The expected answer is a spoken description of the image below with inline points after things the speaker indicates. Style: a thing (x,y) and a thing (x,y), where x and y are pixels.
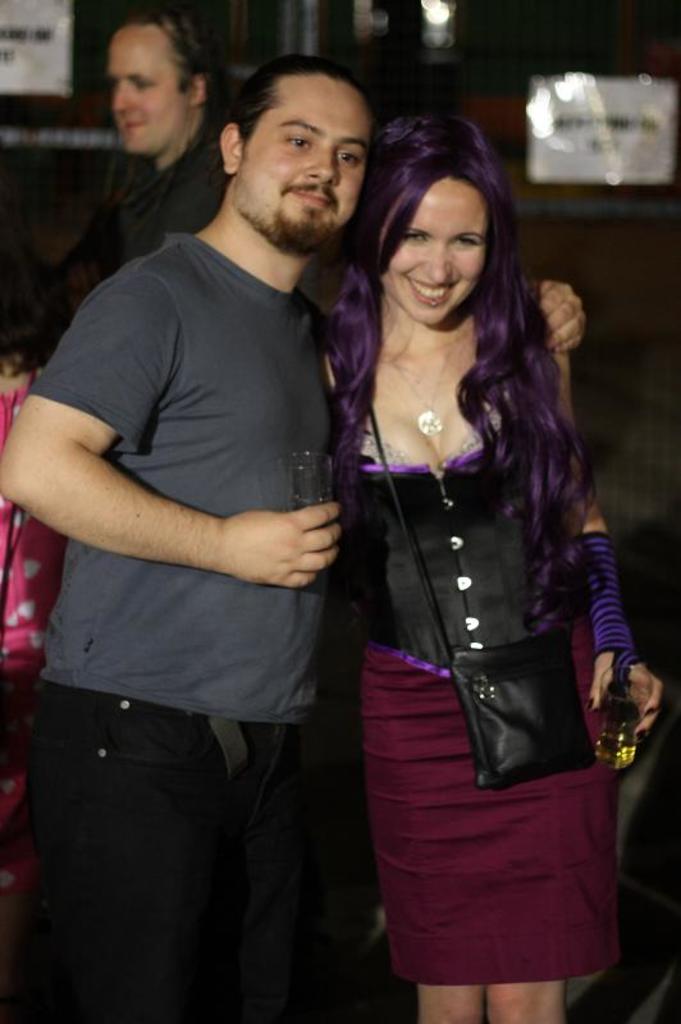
In this image there are two persons (291,579) standing in middle of this image (362,577). The right side person (464,646) is a women (436,708) and she is holding a glass (616,735) and there is a black color handbag (517,702) on her neck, and the left side person (213,564) is a men (275,608). He is holding a glass (307,497). There is one other person (152,204) is at top of this image (126,170) and there is a wall (95,178) in the background (398,42). There is a white color paper (596,127) is attached on the wall (526,113) as we can see on the top right corner of this image (562,111) and on the top left corner of this image (65,80) as well.
